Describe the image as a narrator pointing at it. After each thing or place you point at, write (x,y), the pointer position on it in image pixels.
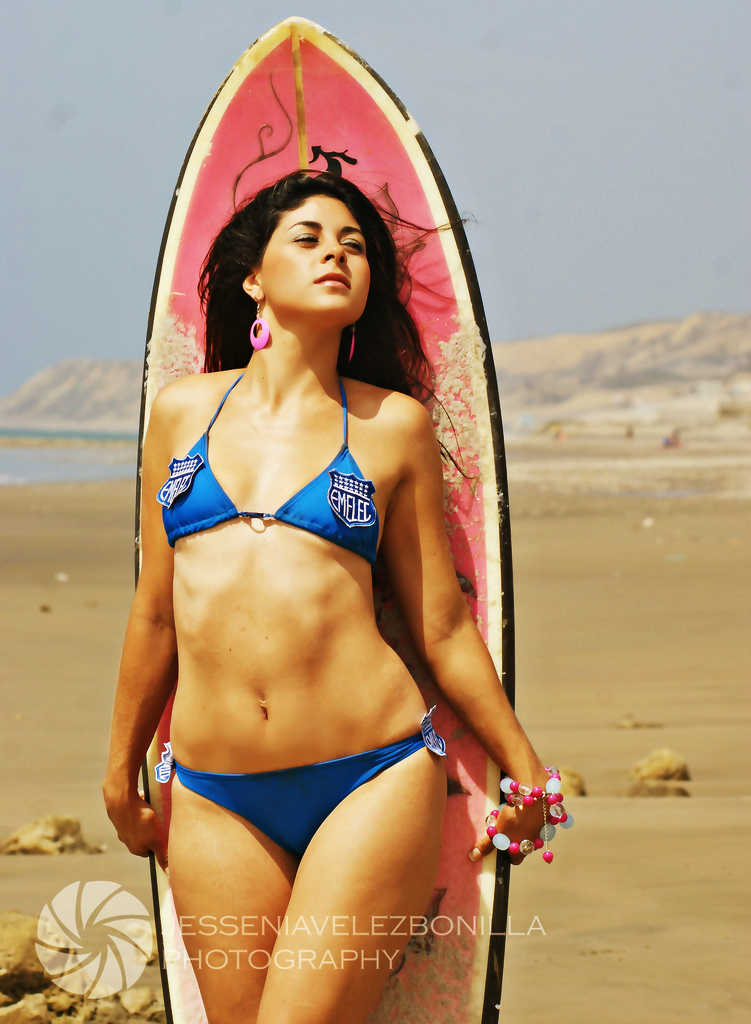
This picture describes a woman (361,424) standing and holding a surfboard (461,545) with hands (540,816) in the background (660,412) we can see a hill (626,406).
